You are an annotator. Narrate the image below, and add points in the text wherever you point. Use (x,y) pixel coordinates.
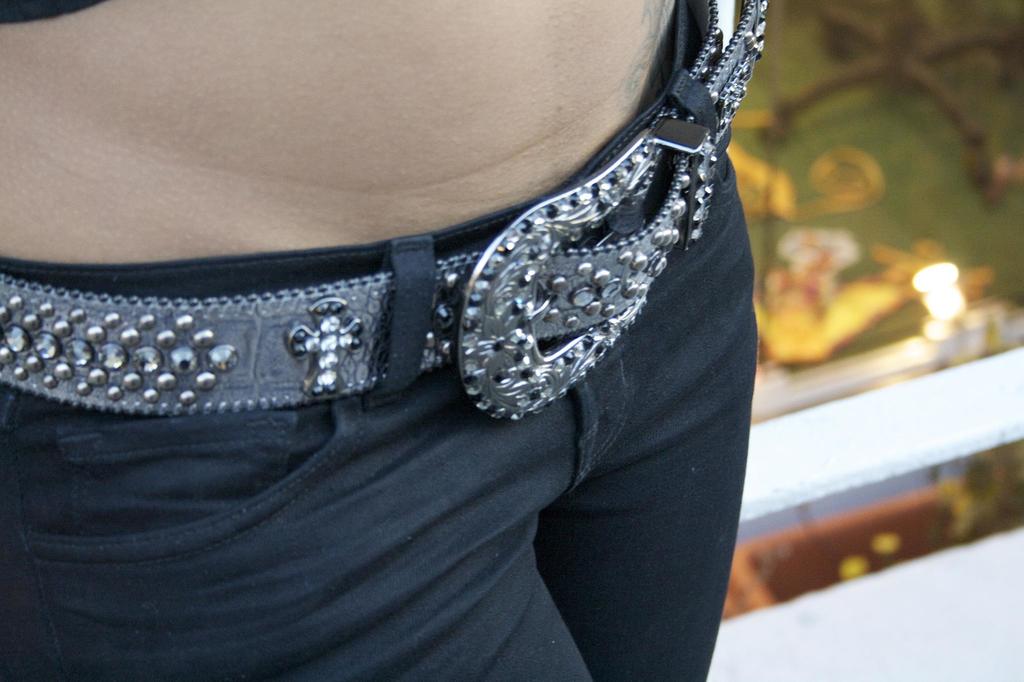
In this picture we can see a person (160,484) in the black pant (172,505) with a belt (514,306). Behind the person (652,199) there is the blurred background (873,467).
